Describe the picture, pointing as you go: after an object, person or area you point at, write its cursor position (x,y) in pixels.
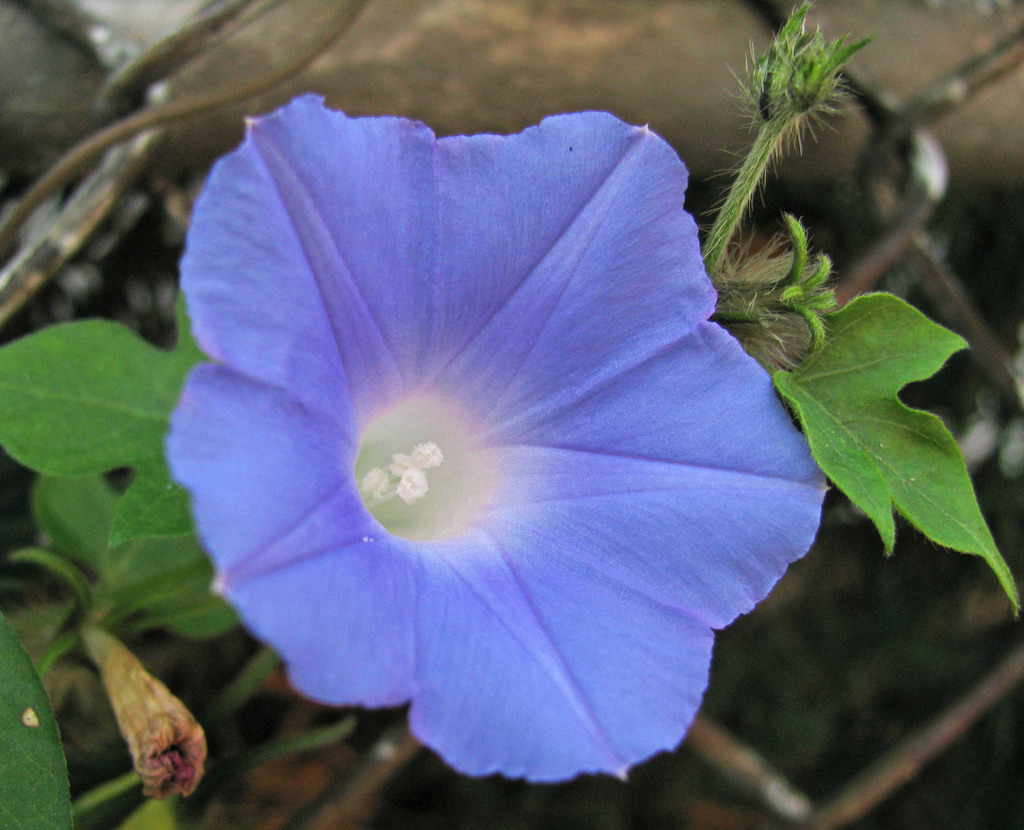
In this image there is a plant (389,271) with the flower (244,367).
